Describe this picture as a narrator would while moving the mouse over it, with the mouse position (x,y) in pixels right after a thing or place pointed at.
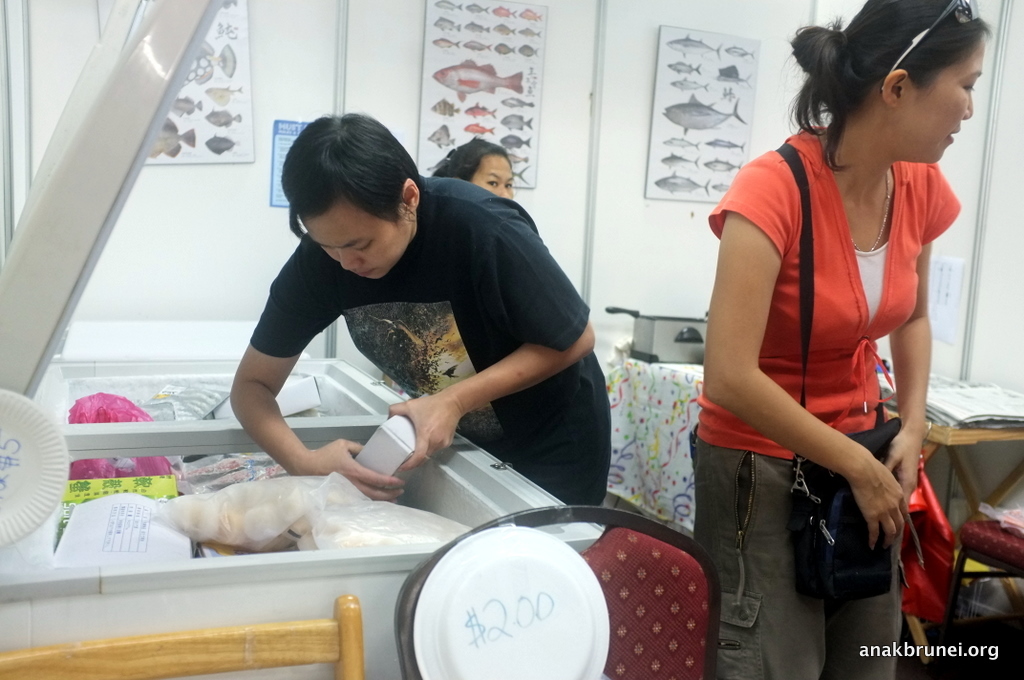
In this picture there are three persons (483,305). The woman (840,368) is standing and wearing a bag (846,569). The man (541,485) is removing the box (396,460) from the fridge (256,557). There is a table (663,392) and chair (610,586). The wall (407,33) contain fish chart (435,70). There are papers (973,413) on the table (947,438).
